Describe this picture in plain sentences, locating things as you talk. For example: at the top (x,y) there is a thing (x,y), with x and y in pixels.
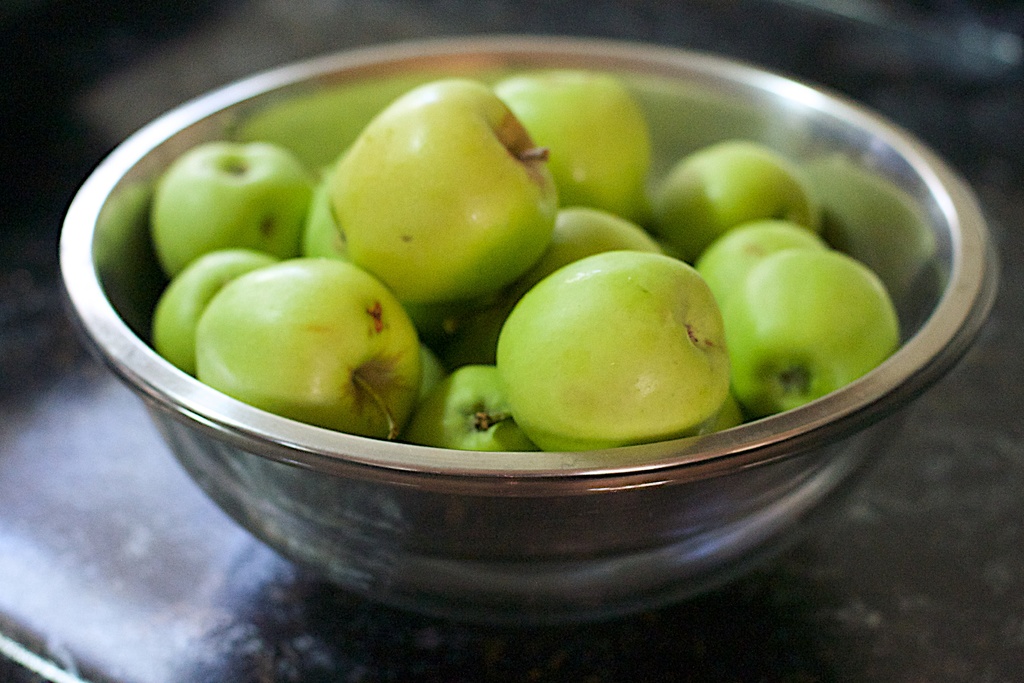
In this picture we can see a steel bowl (685,73) with fruits (592,423) in it and this bowl (501,492) is placed on a platform (375,628).
